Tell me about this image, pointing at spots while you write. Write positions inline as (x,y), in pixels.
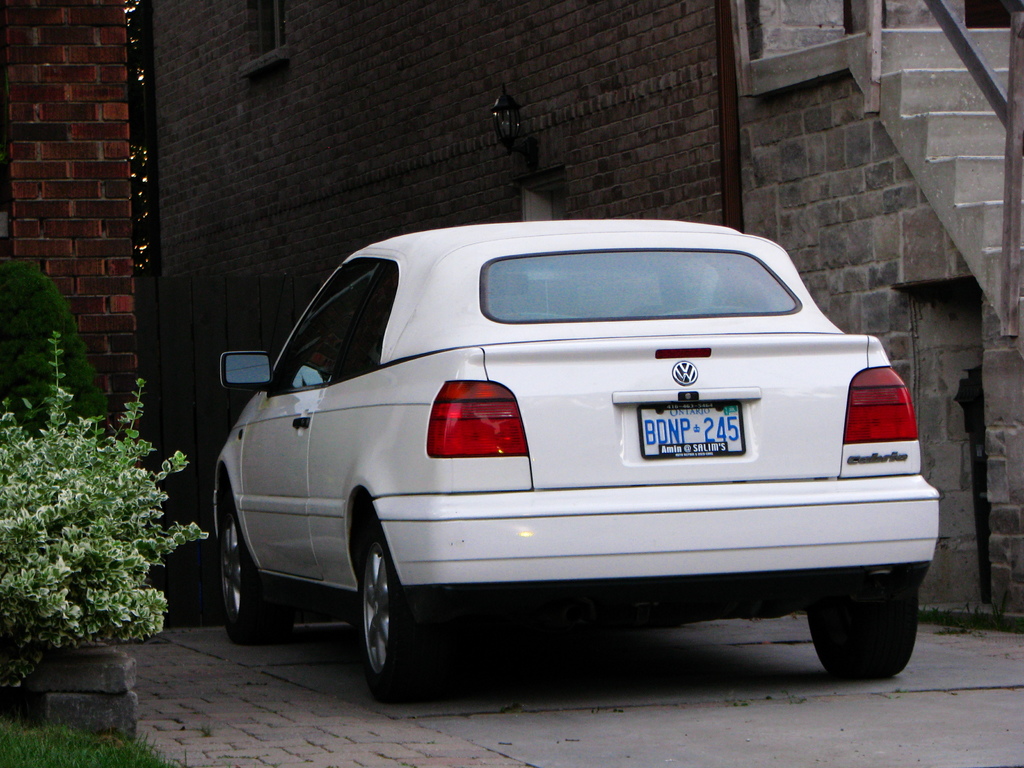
In this image there is a car (422,505) parked, in front of the car (376,388) there is a wooden door (190,357). On the right (711,128) and left side of the image (290,178) there are buildings (440,172), in front of the building (485,163) there are trees (71,552) and plants (47,543).
